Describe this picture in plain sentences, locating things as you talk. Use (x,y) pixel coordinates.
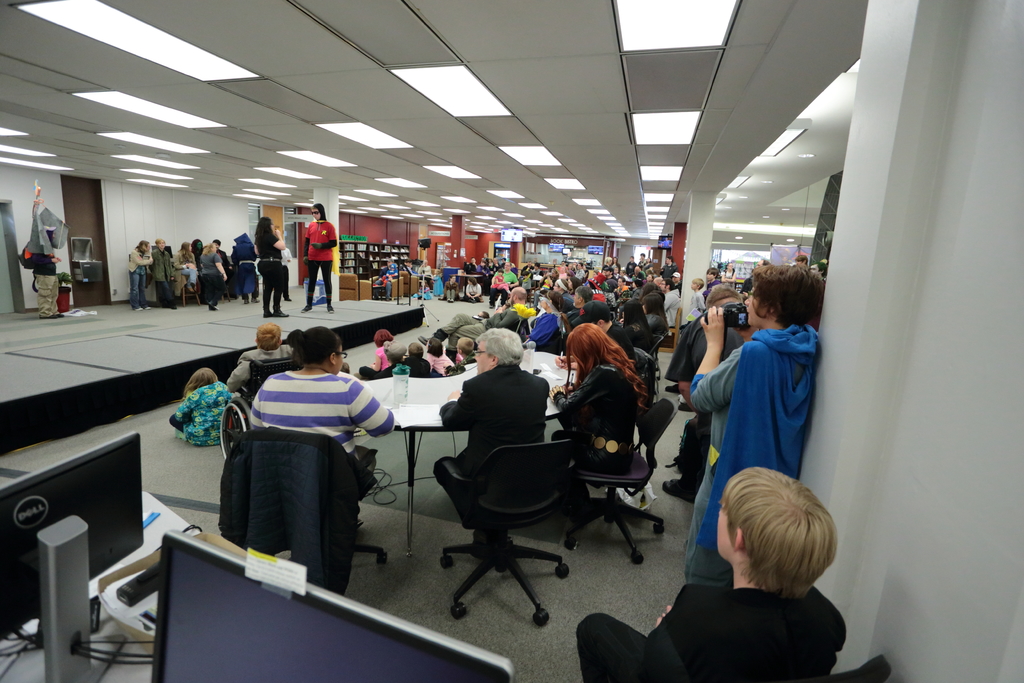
Here in this picture we can see a group of people (595,445) sitting on chairs (652,431) with table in front of them and some group of people (816,284) are standing here and there, in the bottom left (118,486) we can see monitors (27,571) present on a table (128,559) and there are lights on the top (84,26) present.
